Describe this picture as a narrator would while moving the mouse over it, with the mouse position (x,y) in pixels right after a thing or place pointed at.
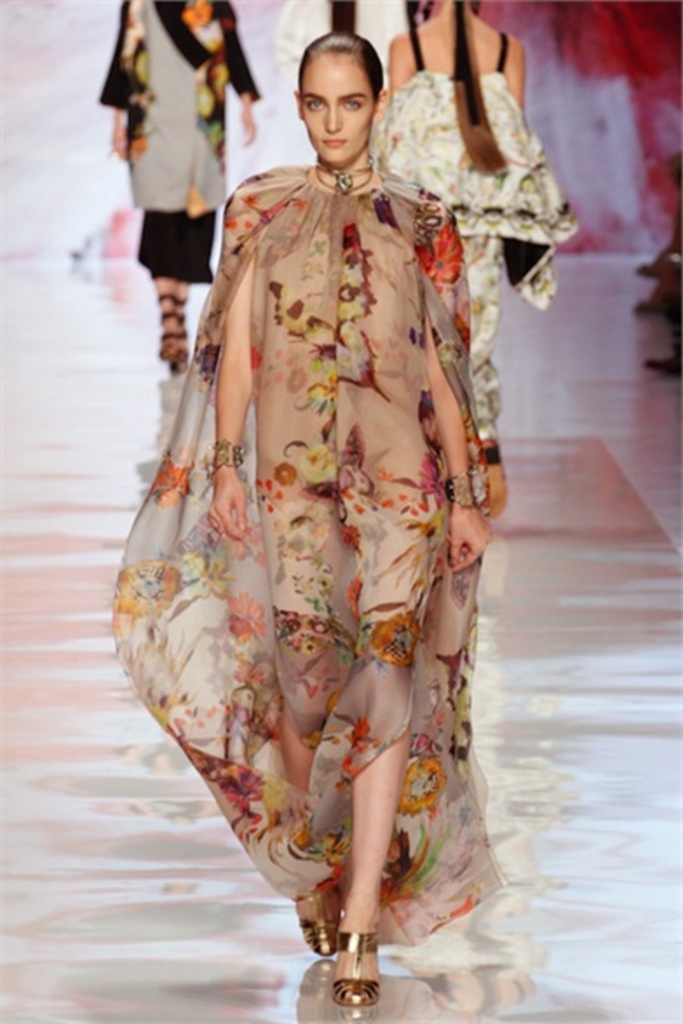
In this image there is a woman (275,294) walking on the ramp (58,793), behind the women (283,185) there are three other women (463,166).
